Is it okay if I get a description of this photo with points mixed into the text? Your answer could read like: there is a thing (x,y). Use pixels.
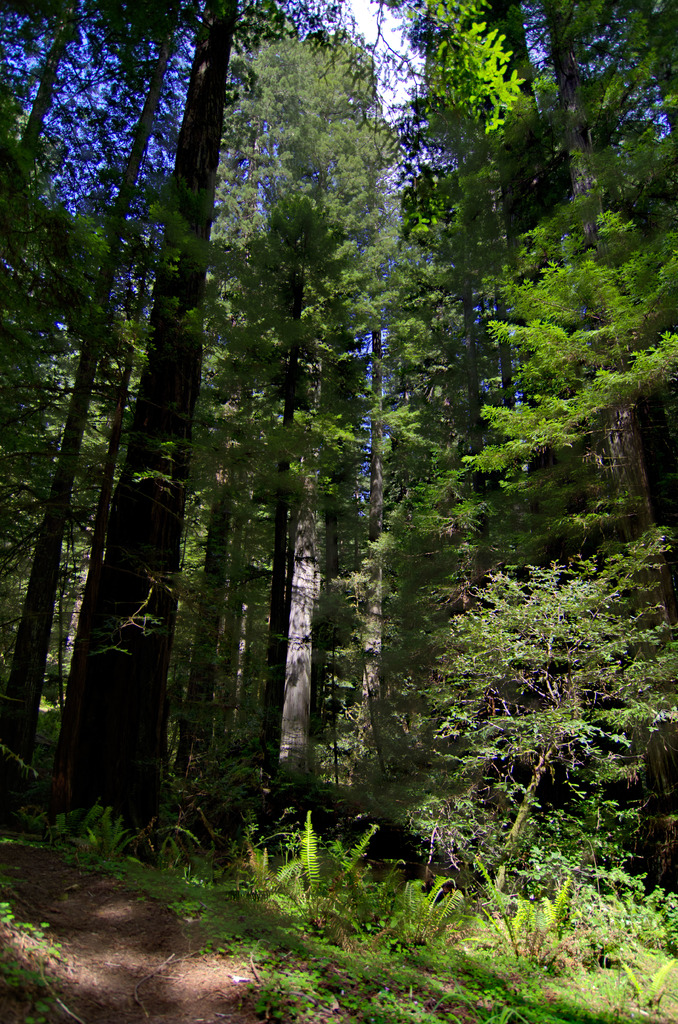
In this picture there is way (93,900) at the bottom side of the image (110,900) and there are trees (288,378) in the image.
